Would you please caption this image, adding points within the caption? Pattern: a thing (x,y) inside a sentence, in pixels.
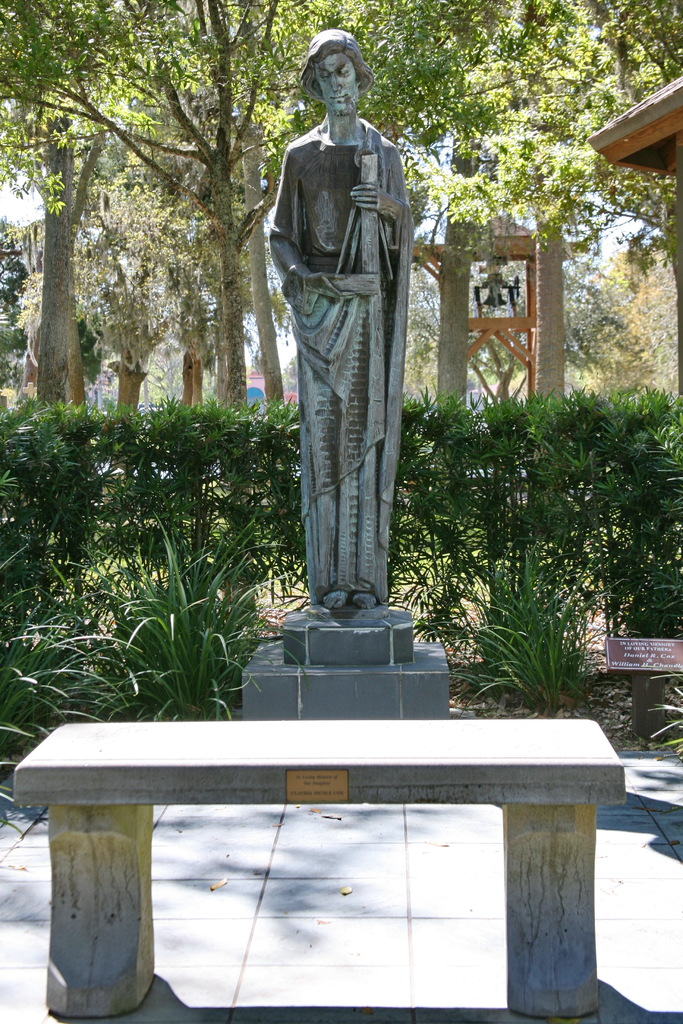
In this picture there is a statue (350,524) in front of a small tree (84,490) and also a chair (549,742).
